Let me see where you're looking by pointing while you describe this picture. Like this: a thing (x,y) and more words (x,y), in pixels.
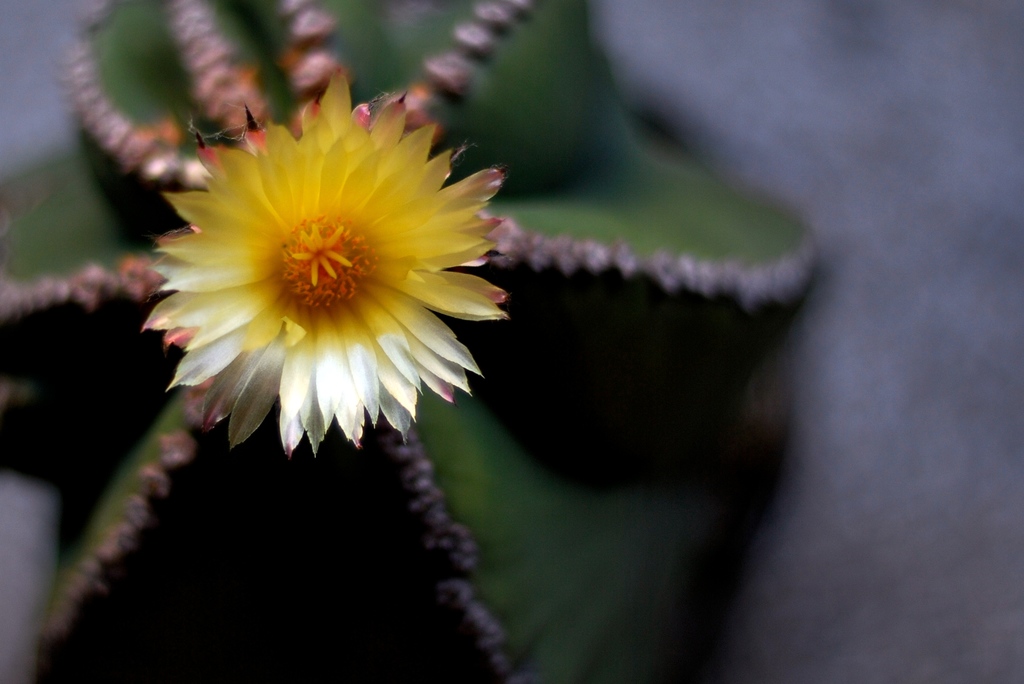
In this picture It looks like a plant (430,556) and I can see a flower (293,297).
